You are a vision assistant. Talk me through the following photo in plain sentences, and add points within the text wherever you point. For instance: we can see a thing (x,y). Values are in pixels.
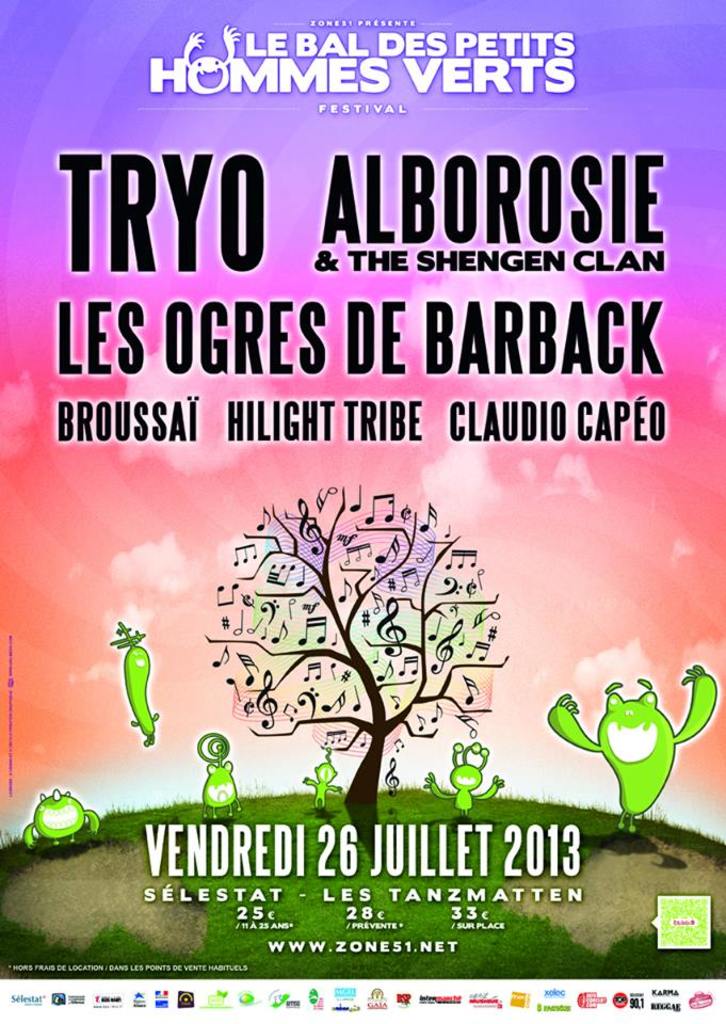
This image is a poster (363,870). In this image we can see a picture of a tree (363,778) and grass (306,978) printed on the poster (437,924). There is text (355,338).
